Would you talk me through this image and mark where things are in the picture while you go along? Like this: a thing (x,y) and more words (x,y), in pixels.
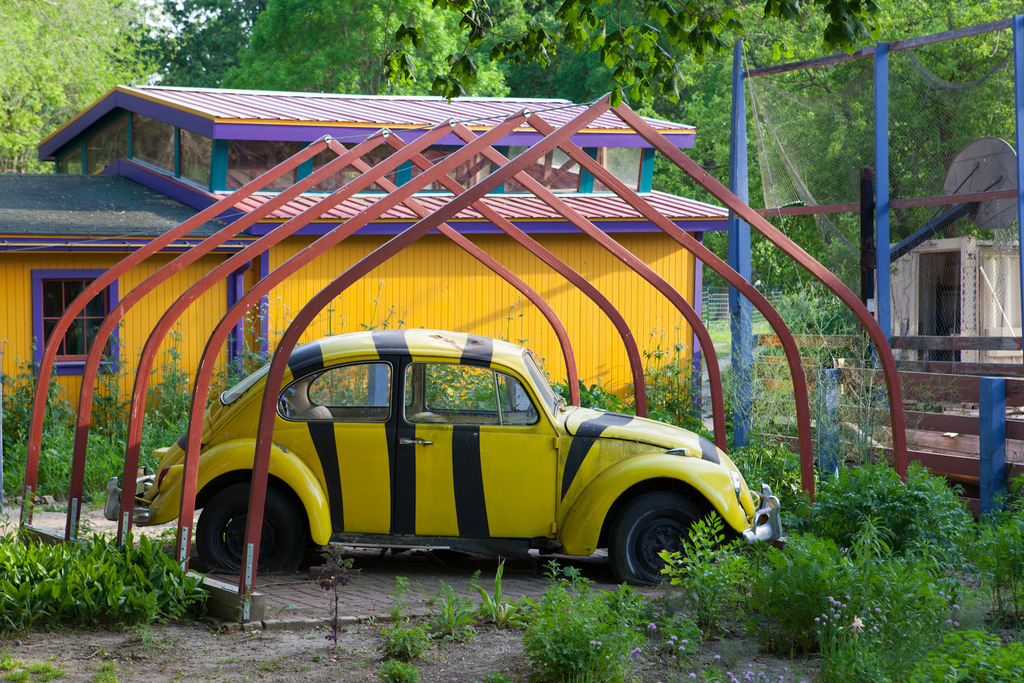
In this image we can see a car (367,417) under the shed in front of a building (459,272) and few plants (53,584) near the car (726,468) and the building (129,340) and there are few trees (94,100) and a fence (725,310) in the background (723,297) and on the right side (954,321) there is a net (838,110) to the iron rod (735,58), a room (908,321) and a white color object (959,180) attached to the iron rod (972,200).
